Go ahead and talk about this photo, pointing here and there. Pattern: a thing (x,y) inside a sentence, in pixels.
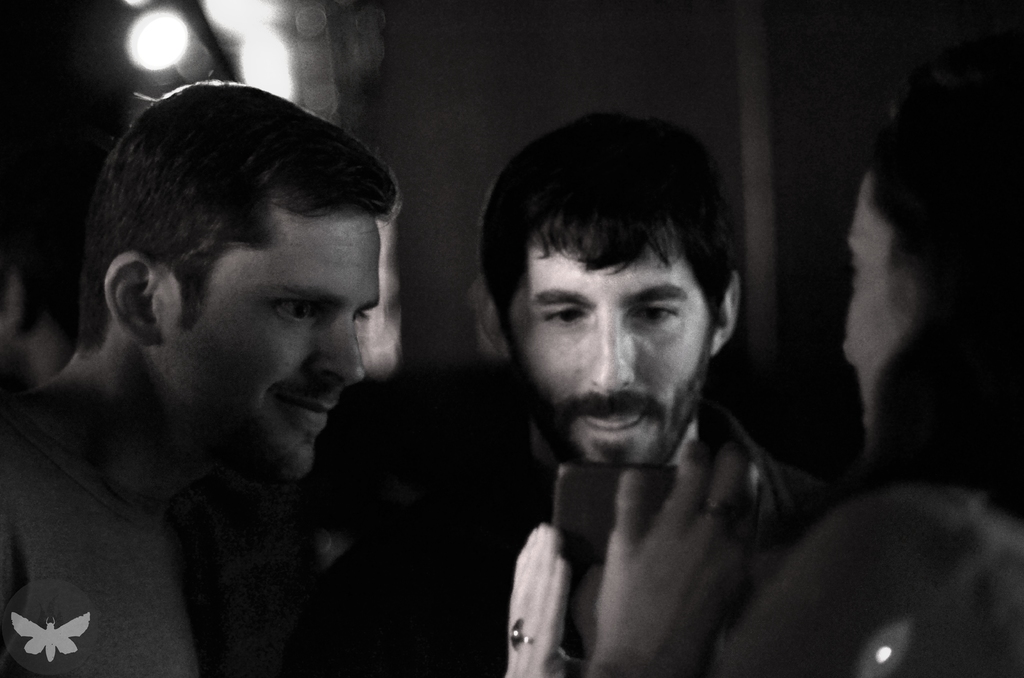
This is a black and white picture. Background (28,115) portion of the picture is blurred. In this picture we can see people (961,260). We can see a person (977,255) holding an object (585,534) and it looks like a mobile (658,506). We can see men (171,475) are staring at a mobile (648,498). In the bottom left corner of the picture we can see watermark (66,615).
